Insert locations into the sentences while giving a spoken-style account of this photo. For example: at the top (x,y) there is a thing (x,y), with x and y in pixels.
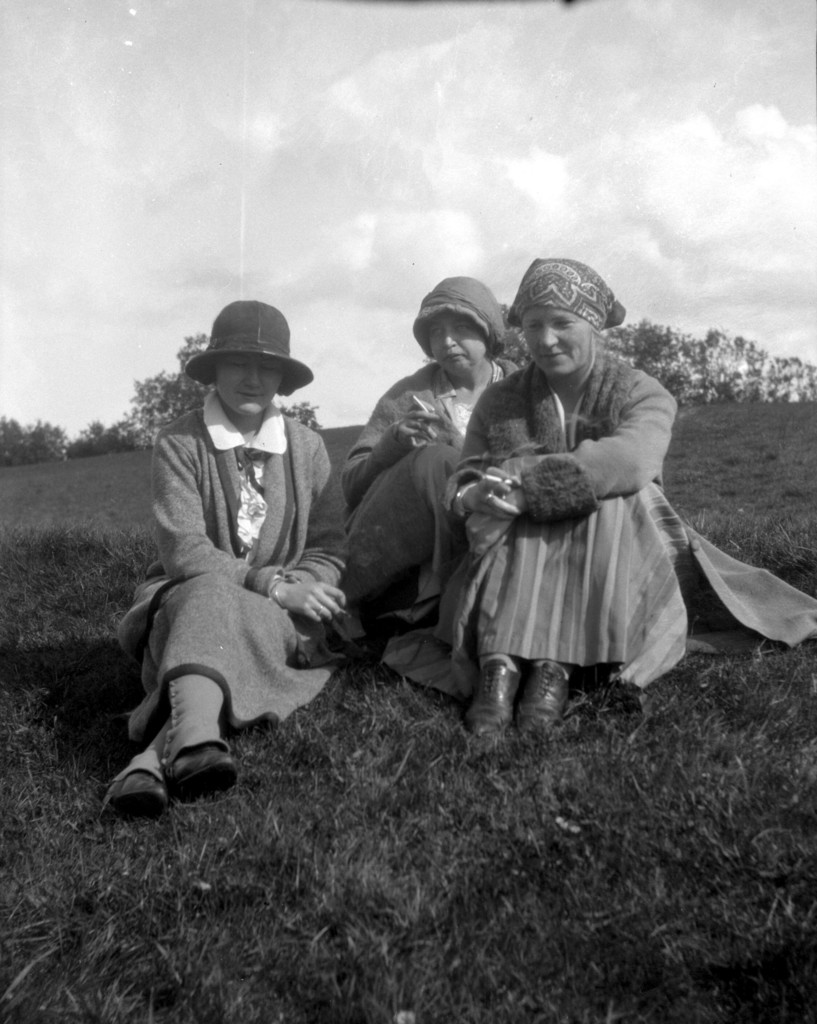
In this picture we see 3 women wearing hats (473,290) & sitting on the grass (382,796). The place is surrounded by trees (724,348).
